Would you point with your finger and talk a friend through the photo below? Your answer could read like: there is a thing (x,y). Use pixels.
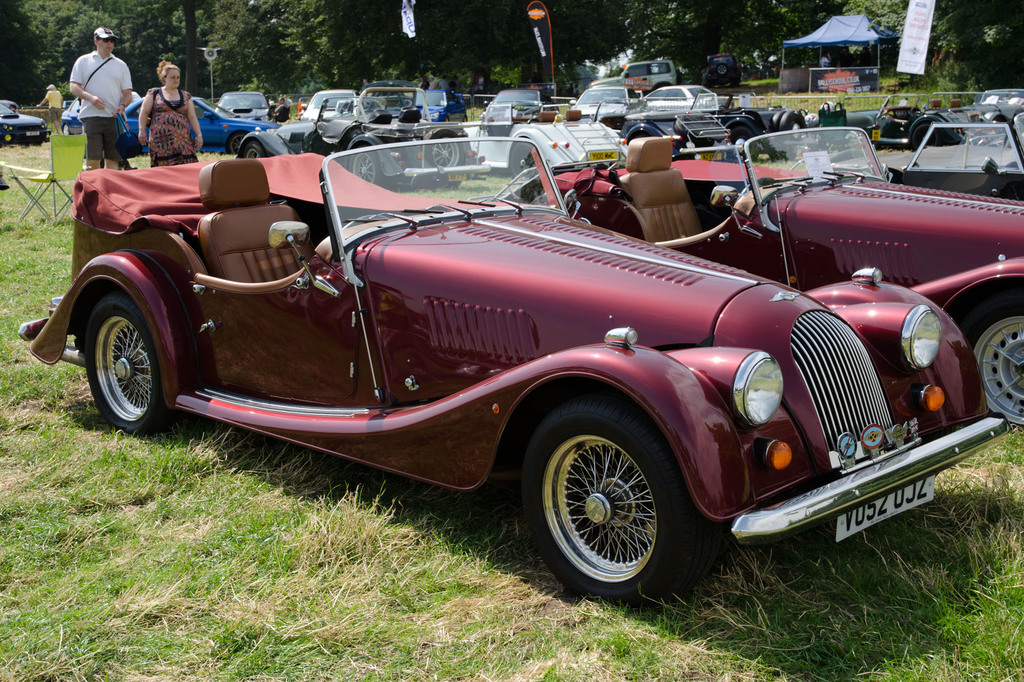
In this image we can see group of vehicles (626,119) parked on the ground (433,567). To the left side of the image (193,124) we can see two persons (145,118) standing on the ground (64,202). One person (104,92) wearing a white shirt (103,78) and cap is holding a bag (118,149) in his hand (123,110) and a chair (62,174) is placed on the ground (59,245). In the background (842,31), we can see a tent (858,33), a group of trees (458,64), banners (907,36).
